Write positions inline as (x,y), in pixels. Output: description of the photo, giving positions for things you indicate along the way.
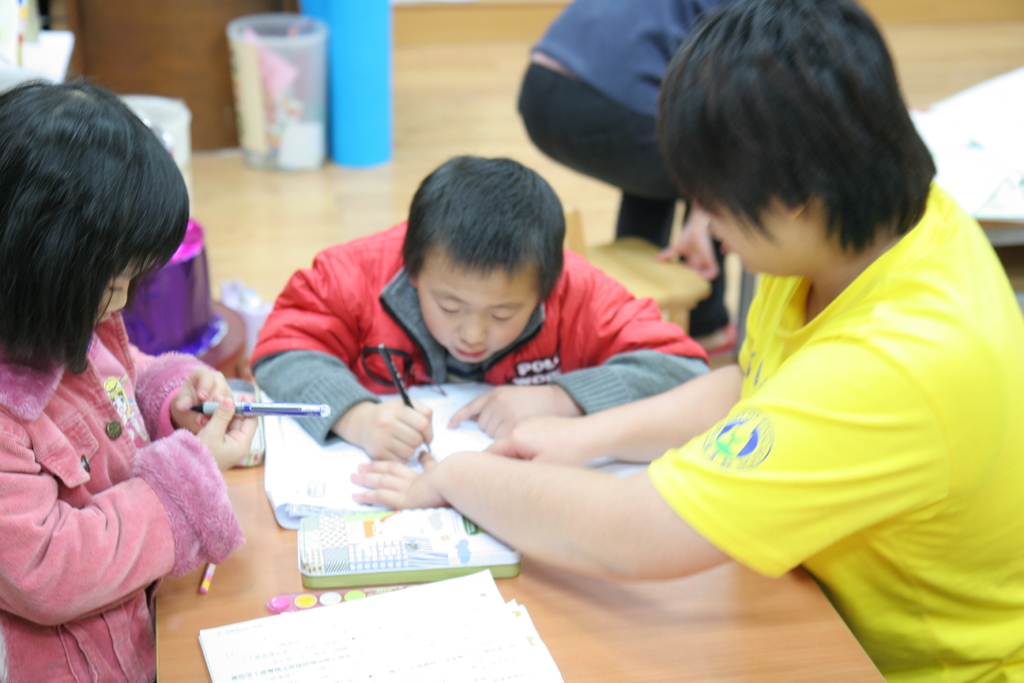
In the image we can see there are people (461,300) around and wearing clothes (325,426). Here we can see a wooden sheet (695,621), on it there are papers (419,635) and other objects (364,550) kept. There is a dustbin (277,91) and a wooden floor (436,108).
